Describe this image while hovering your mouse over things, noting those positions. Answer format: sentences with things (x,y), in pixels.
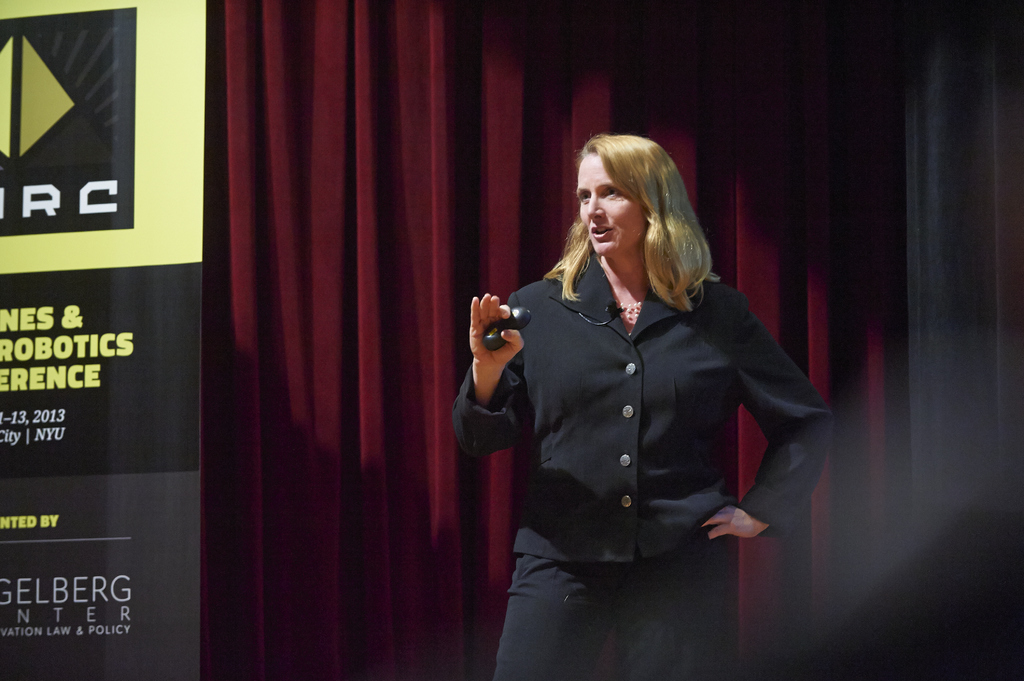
There is a lady (610,485) standing and holding something in the hand (494,314). Also having a mic (588,321) in the dress (597,348). In the background (446,150) there is a curtain (577,75). On the left side (133,341) there is a banner (96,473).
